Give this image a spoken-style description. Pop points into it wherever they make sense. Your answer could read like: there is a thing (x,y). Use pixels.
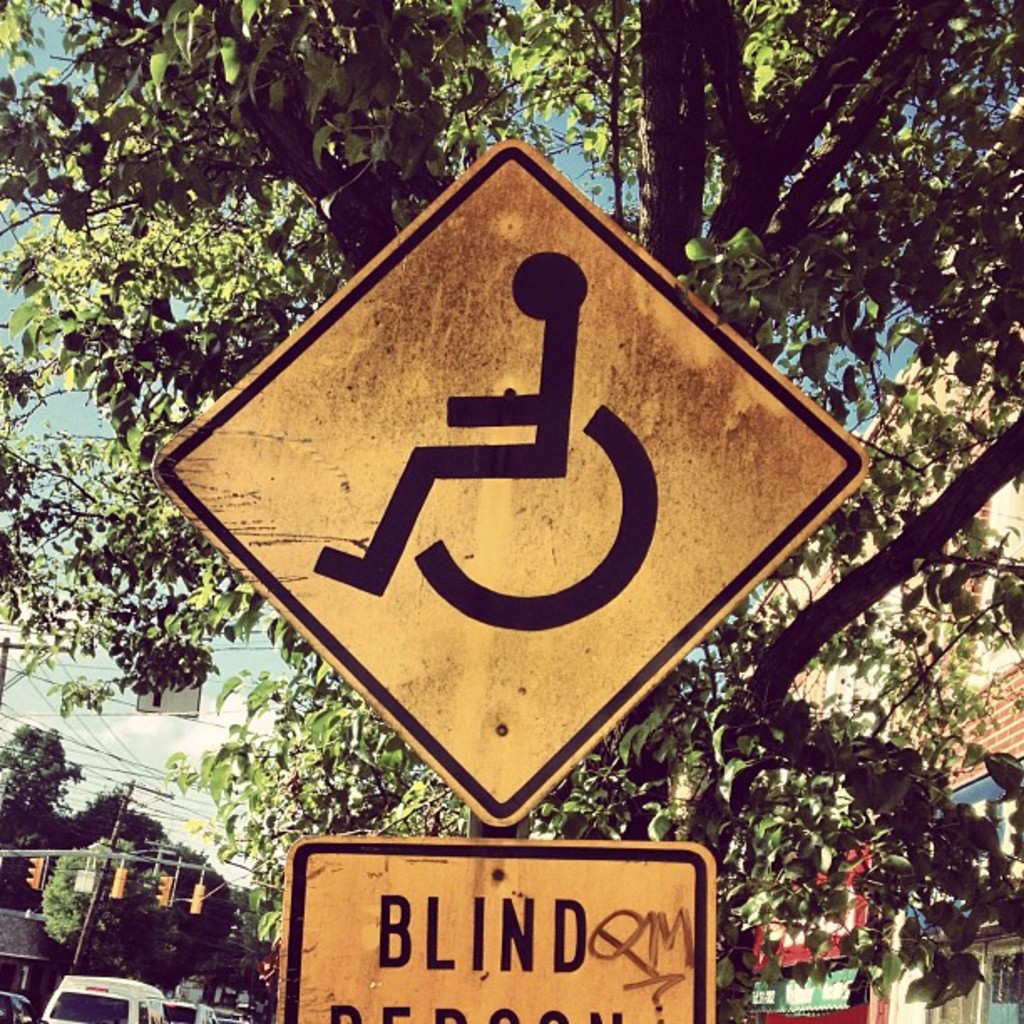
In the middle of the image (670,452) we can see a pole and sign board (583,219). Behind the pole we can see some trees (238,219), poles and buildings (1003,1015). In the bottom left corner of the image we can see some vehicles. At the top of the image (30,51) we can see some clouds (261,728) in the sky (4,63).
